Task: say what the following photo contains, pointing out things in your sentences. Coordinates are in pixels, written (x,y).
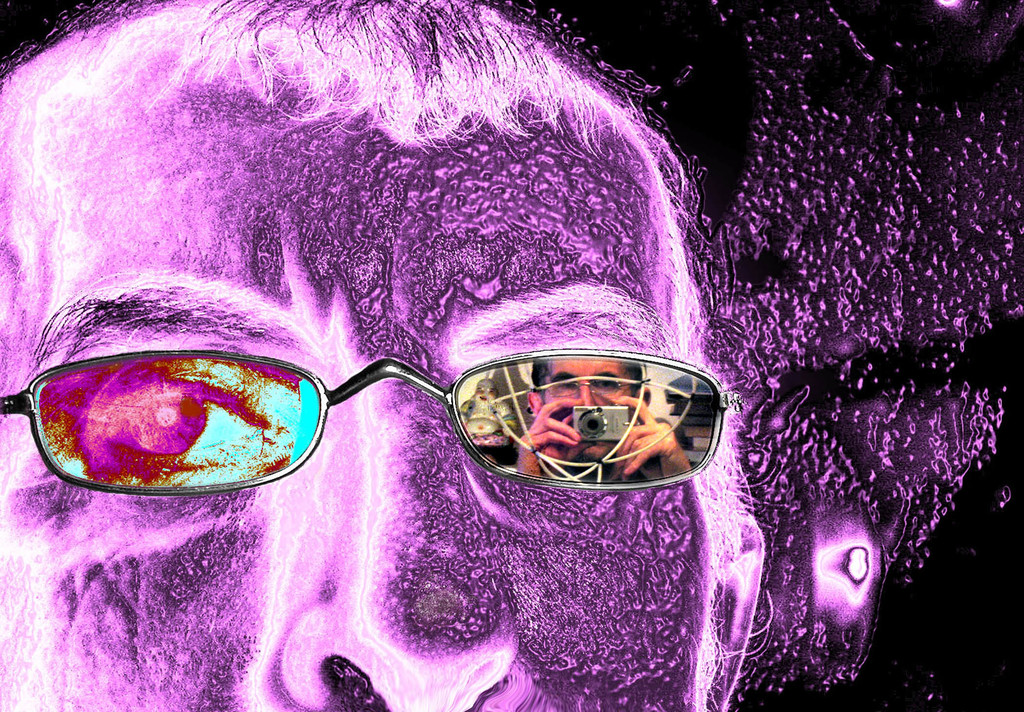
In this image I can see an edited face (437,236) of a man (441,307) wearing specs (471,432). I can also see one more person (595,364) and I can see that person (569,423) is holding a camera (608,436). I can also see black colour in background (653,83).
